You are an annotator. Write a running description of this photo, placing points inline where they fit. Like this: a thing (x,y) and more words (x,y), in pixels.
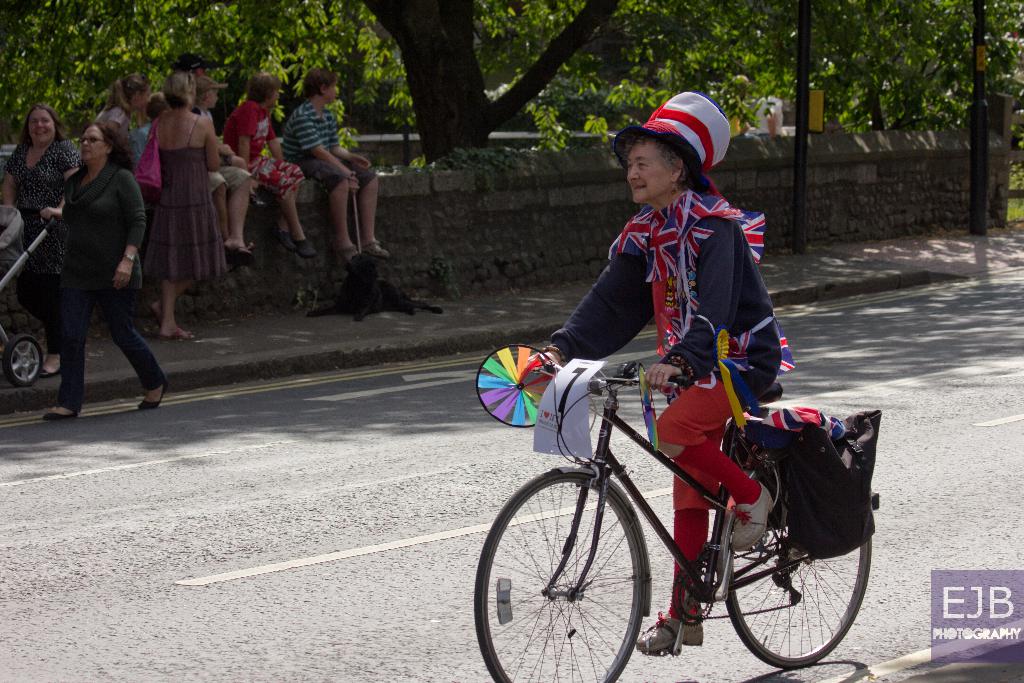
There is a old woman (695,501) riding a bicycle (633,528) on the road (401,593) in this picture and there are some people (318,137) sitting on the wall (273,223). There is a dog (364,290). Some people (97,286) are walking. In the background (372,84), there are some trees (571,61) and poles (806,59) here.
